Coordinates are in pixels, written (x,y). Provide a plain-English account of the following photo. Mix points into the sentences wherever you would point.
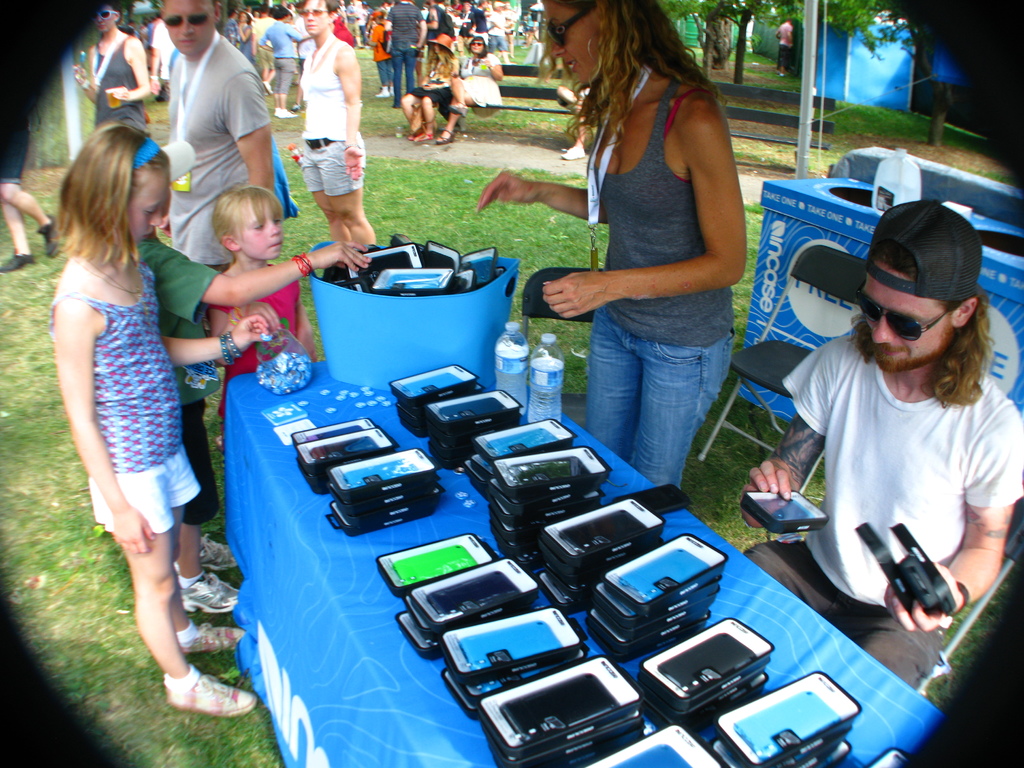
This woman (606,283) is standing and wore id card (601,213). This man (871,359) is sitting on a chair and wore goggles (900,323) and cap (945,272). On this table (552,477) there are mobiles (522,455), bottles (535,379) and container (312,276). These three kids (287,284) are standing in-front of this table (388,424). Far this group of people (271,39) are standing and this two women (450,69) are sitting on a bench (533,90). We can able to see trees (844,22) and tent (857,53). Grass (448,188) is in green color. This is a box (833,212) in blue color, above this box (798,221) there is a bottle (895,199).
